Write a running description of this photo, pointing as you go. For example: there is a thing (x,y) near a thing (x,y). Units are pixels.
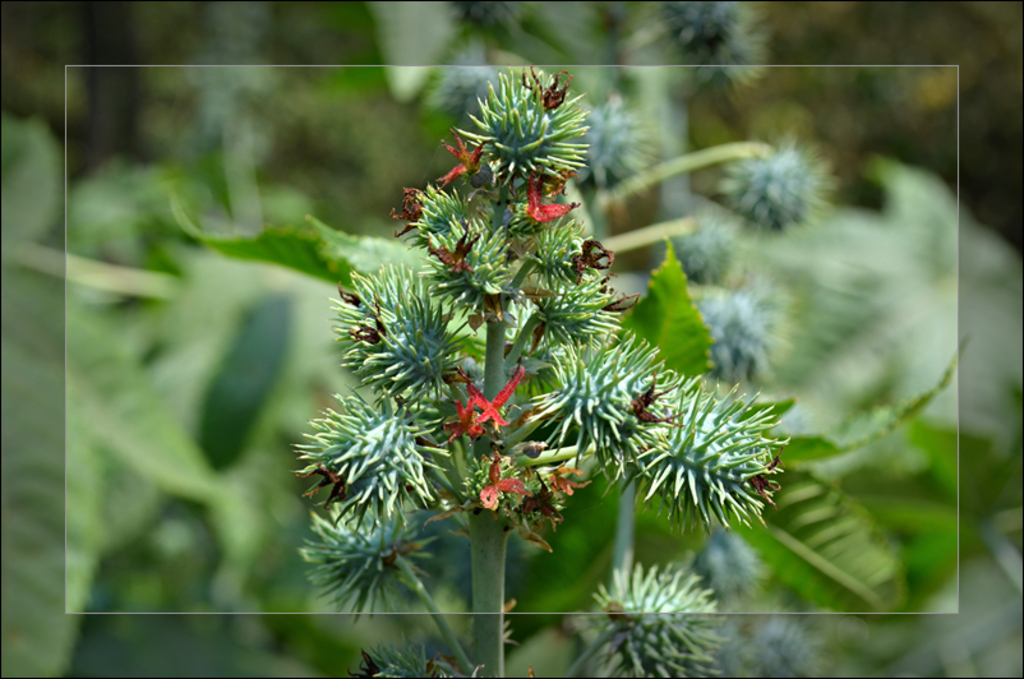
In this picture I can see some red flowers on the plants (608,443). In the back (801,397) I can see some leaves (896,469).
